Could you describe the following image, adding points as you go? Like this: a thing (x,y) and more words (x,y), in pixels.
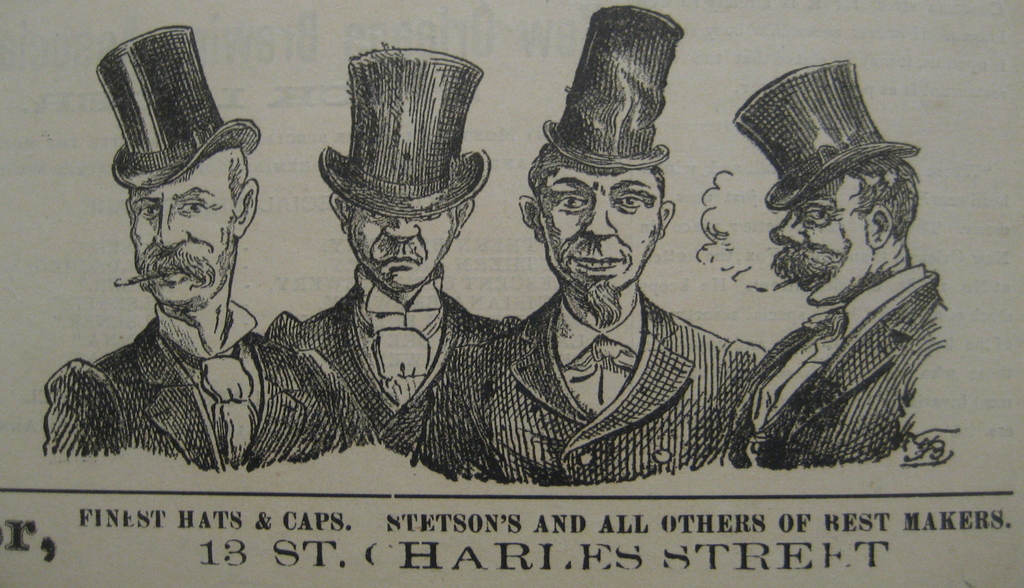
In the image I can see the paper (71,132) on which there are some pictures (361,286) of people (554,300) along with the text (548,556).
